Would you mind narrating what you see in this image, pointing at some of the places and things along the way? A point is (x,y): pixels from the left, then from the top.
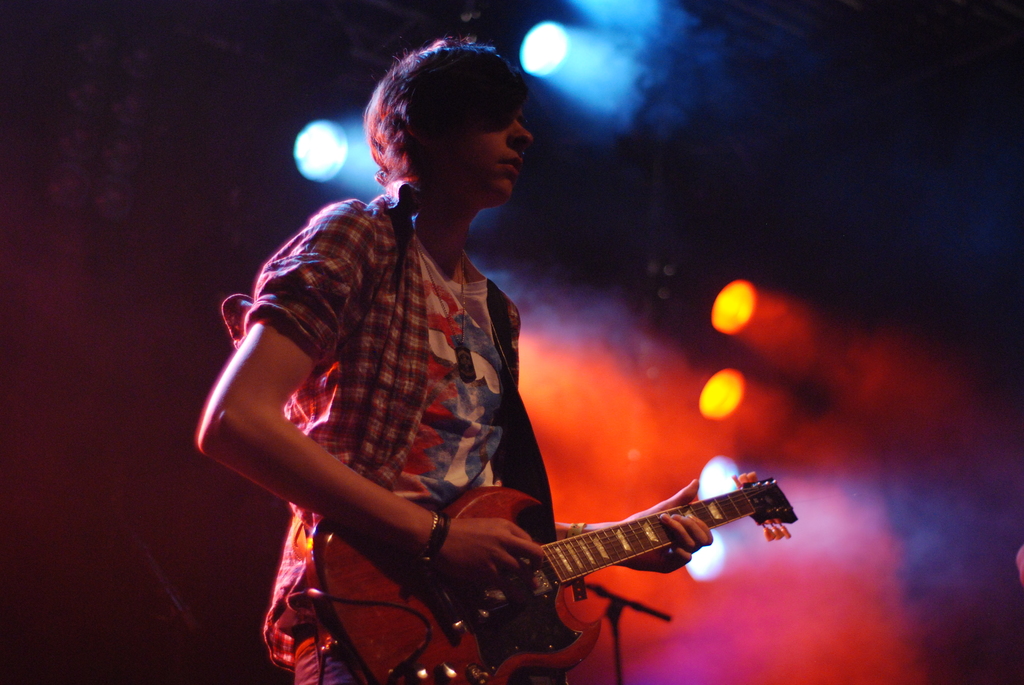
In this image i can see a man (432,389) standing and holding guitar (463,613) at the background (726,322) i can see few lights (552,54).
